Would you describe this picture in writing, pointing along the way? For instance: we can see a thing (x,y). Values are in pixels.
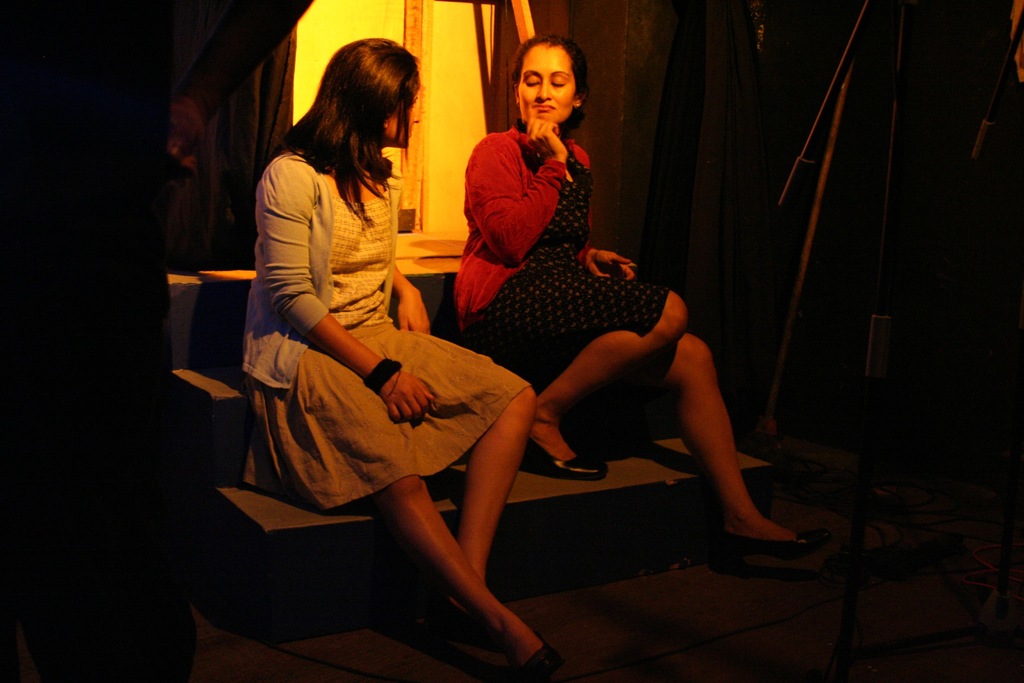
In this image, I can see two women (555,270) sitting on the stairs (542,378). On the right side of the image (843,586), there are stands (888,210) and wires (831,509) on the floor (863,606). In the background (327,13), It looks like a door (443,216).
